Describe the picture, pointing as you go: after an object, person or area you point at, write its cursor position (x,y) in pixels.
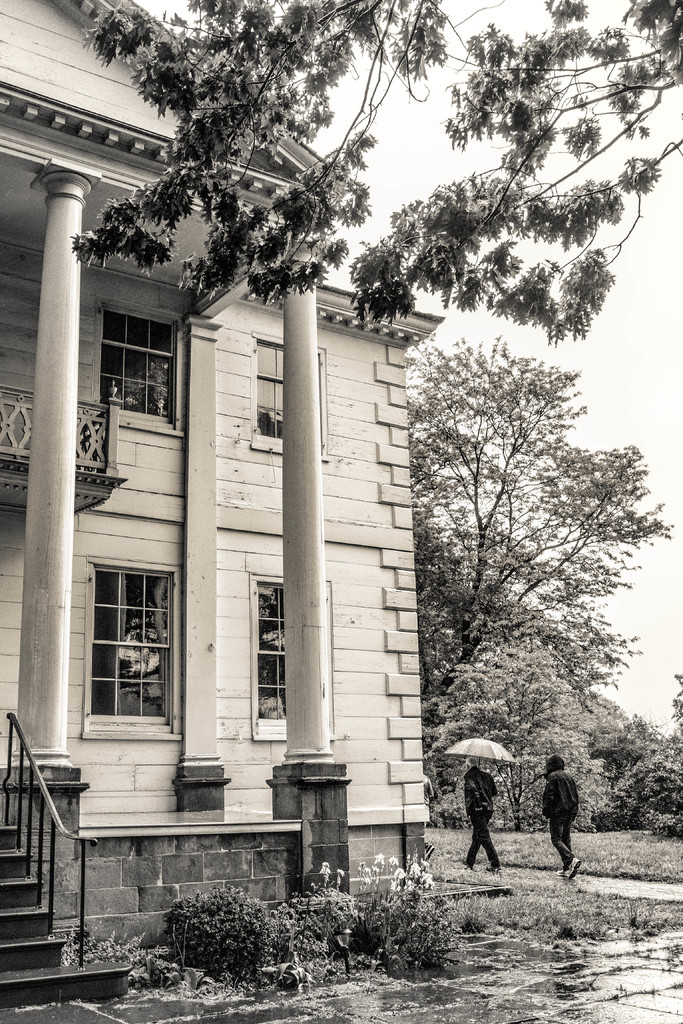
It looks like a black and white picture. We can see there are two people (484,811) walking on the path (500,880) and a person (484,789) is holding an umbrella (493,751). On the left side of the people (553,792) there is a building (271,541), pillars (211,569) and plants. On the right side of the people (494,789) there are trees (634,522) and the sky (618,391).
